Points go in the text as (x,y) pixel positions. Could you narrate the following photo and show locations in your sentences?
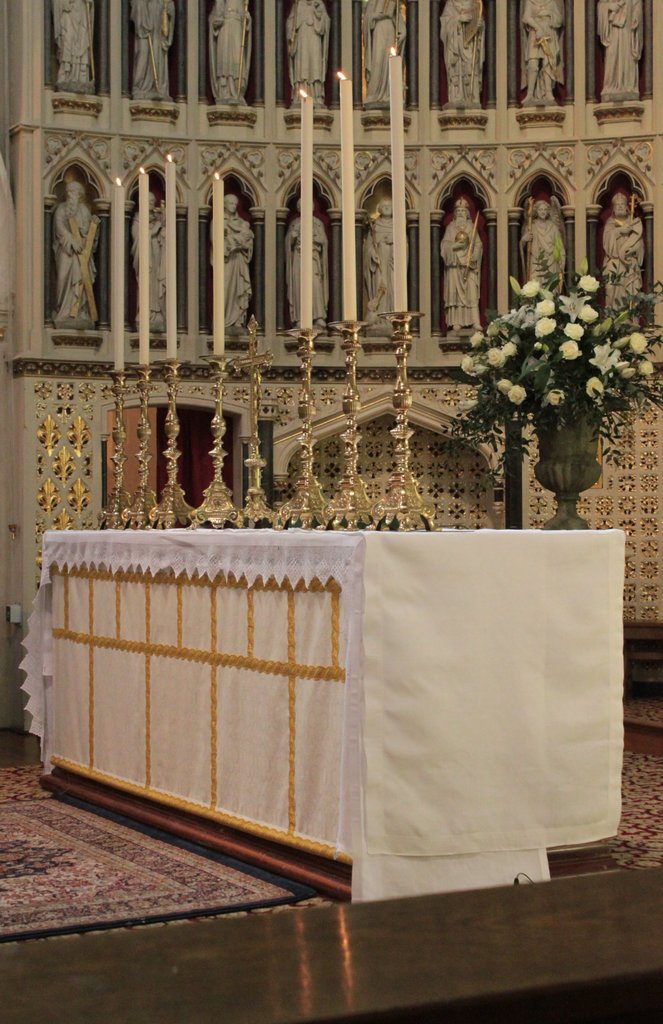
In this image we can see there are many candles (306,199) on the table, placed one after the other.
